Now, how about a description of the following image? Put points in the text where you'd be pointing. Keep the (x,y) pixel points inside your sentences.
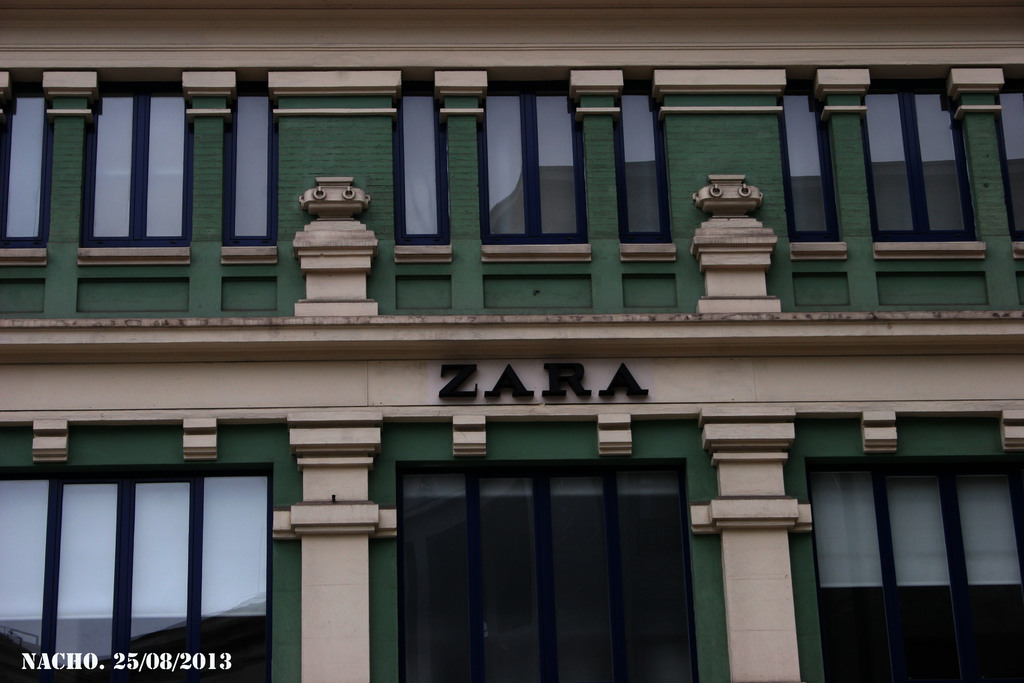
In the picture we can see a part of the building (507,555) with glasses (586,513) and some pillared structures (756,544) and on it we can see a name ZARA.
